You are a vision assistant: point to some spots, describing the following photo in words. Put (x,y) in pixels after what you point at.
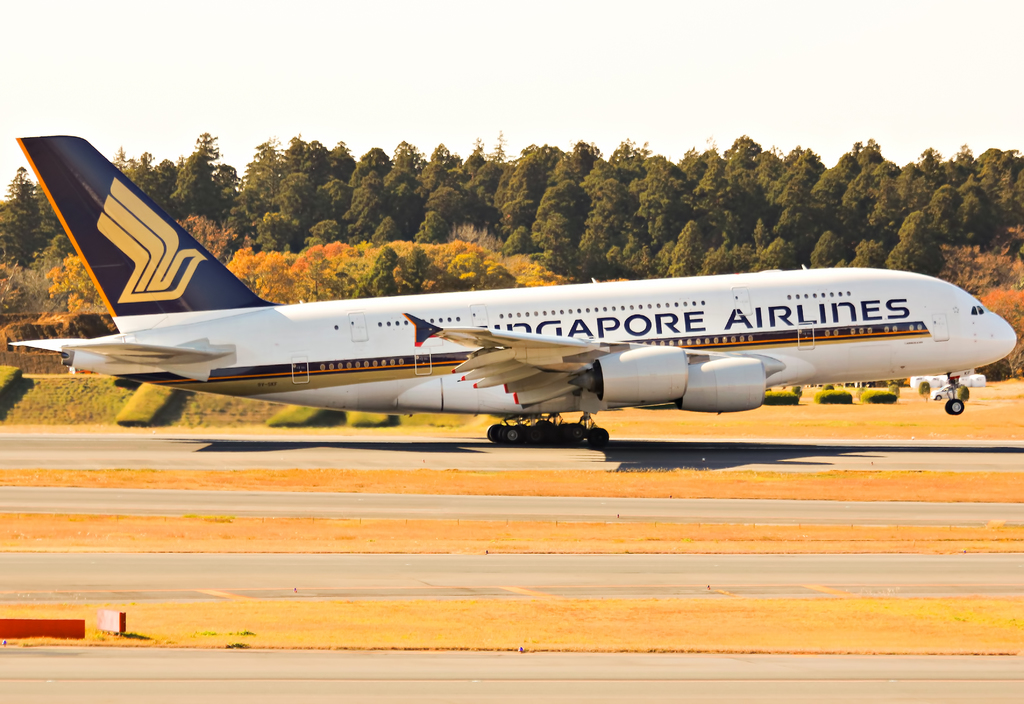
This image consists of an airplane (484,395). At the bottom (463,582), there are roads (712,572). And we can see the grass (482,636) on the ground (660,529). In the background (296,245), there are trees (314,243). At the top (406,105), there is sky (270,123).
